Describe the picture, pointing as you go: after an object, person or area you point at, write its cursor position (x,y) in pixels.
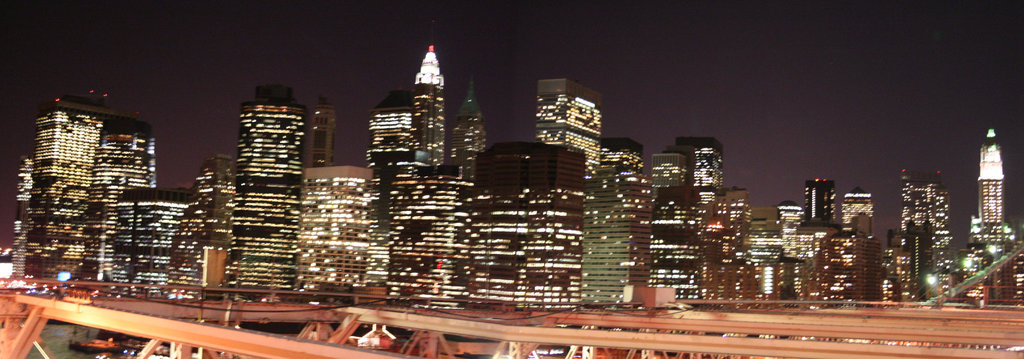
It is the picture of a city (526,180) with tall buildings (316,168) and the picture is captured in the night time so the buildings (109,187) are very colorful.
